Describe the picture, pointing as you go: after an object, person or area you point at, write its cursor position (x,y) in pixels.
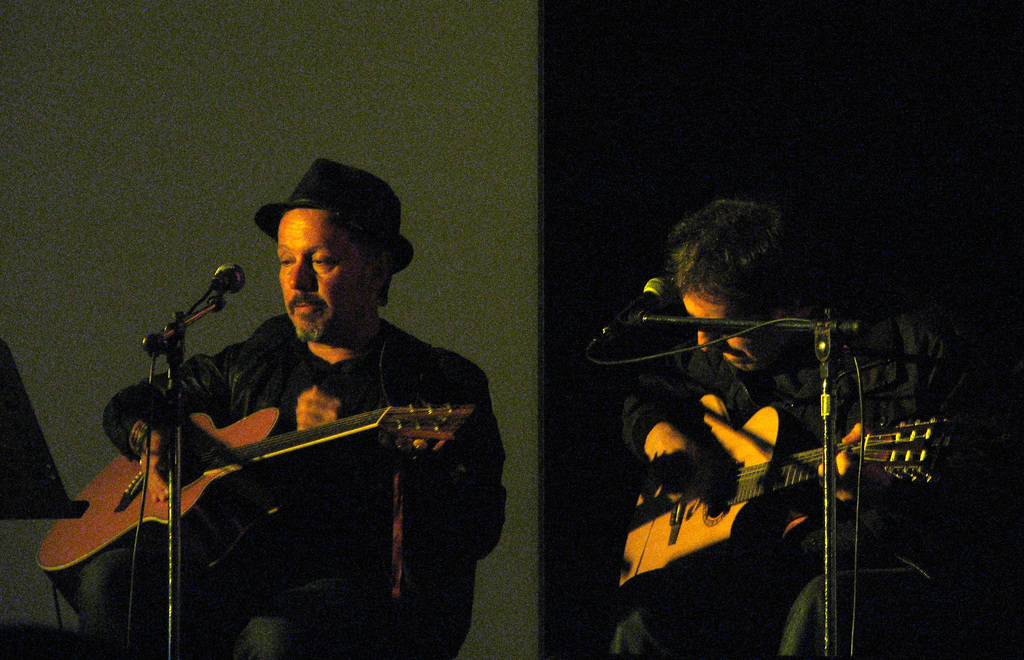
Bottom left side of the image (125,491) a man (138,620) is sitting and holding a guitar (270,415) and playing. Bottom right side of the image (854,572) a man (745,208) is sitting and holding a guitar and playing. In front of them there are two microphones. Behind them there is a wall (385,66).
